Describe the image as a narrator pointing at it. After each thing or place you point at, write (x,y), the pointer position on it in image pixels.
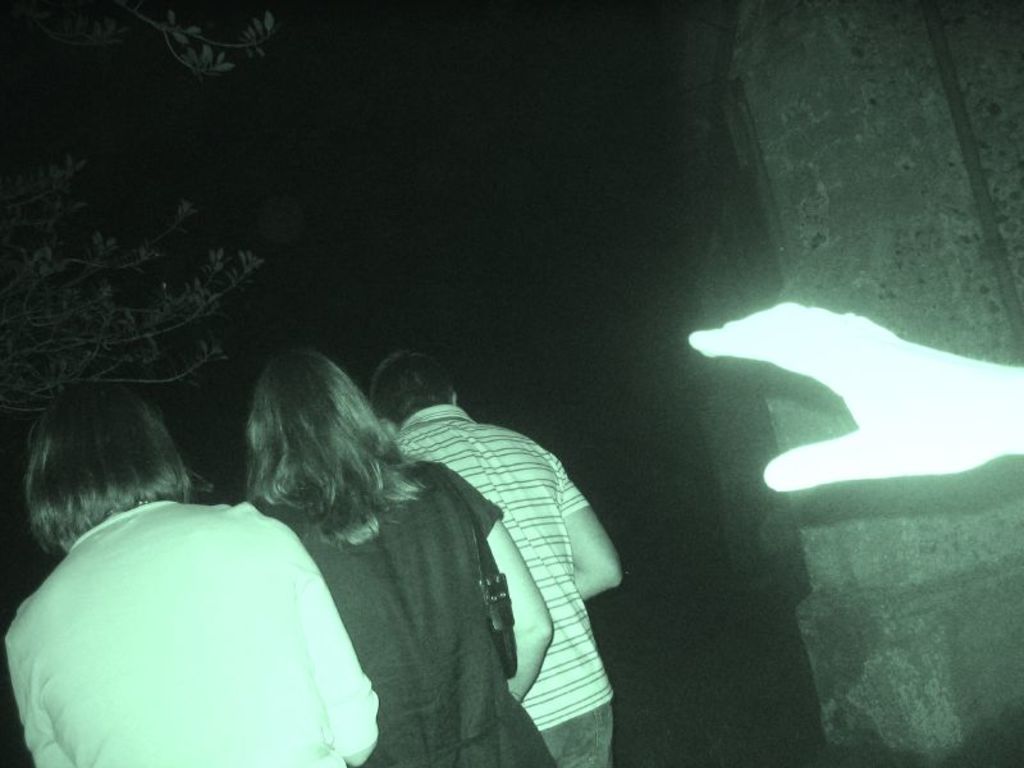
In the bottom left corner of the image (67,705) three persons (513,764) are standing. Behind them there is a tree (64,34). On the right side of the image (769,312) there is a hand (966,468). Behind the hand (807,458) there is a wall (853,11).
